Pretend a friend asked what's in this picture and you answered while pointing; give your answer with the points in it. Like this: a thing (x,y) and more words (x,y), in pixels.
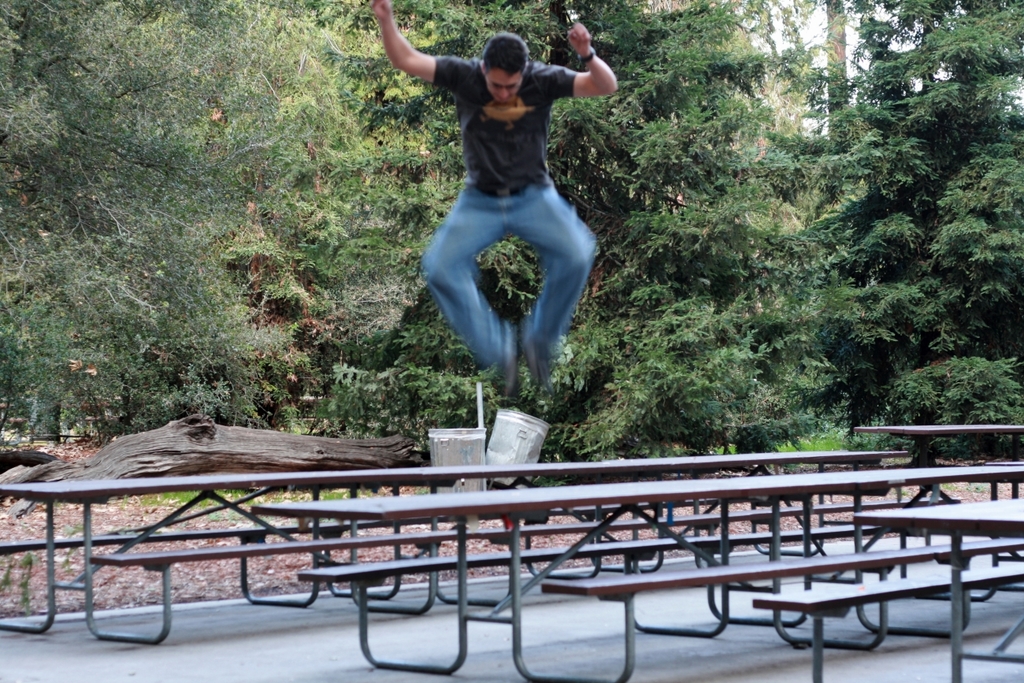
In this image, there is an outside view. There is a person (524,222) in the middle of the image (481,310) wearing clothes (555,206) and jumping on the table (438,471). There are some tables (655,548) at the bottom of the image (629,674). In the background of the image (285,326), there are some trees (233,120).
